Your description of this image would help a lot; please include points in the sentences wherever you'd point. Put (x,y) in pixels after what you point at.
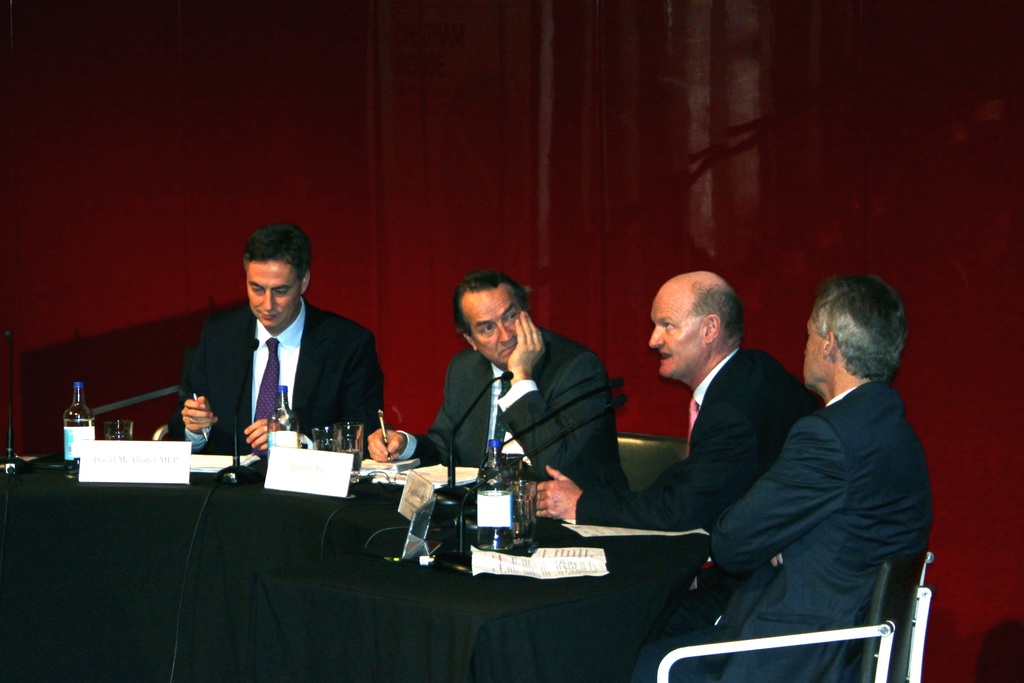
In this picture we can see group of people (535,364), they are all seated on the chairs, in front of them we can see few bottles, microphones (461,542), name boards (287,464) and other things (213,462) on the table (322,525).
